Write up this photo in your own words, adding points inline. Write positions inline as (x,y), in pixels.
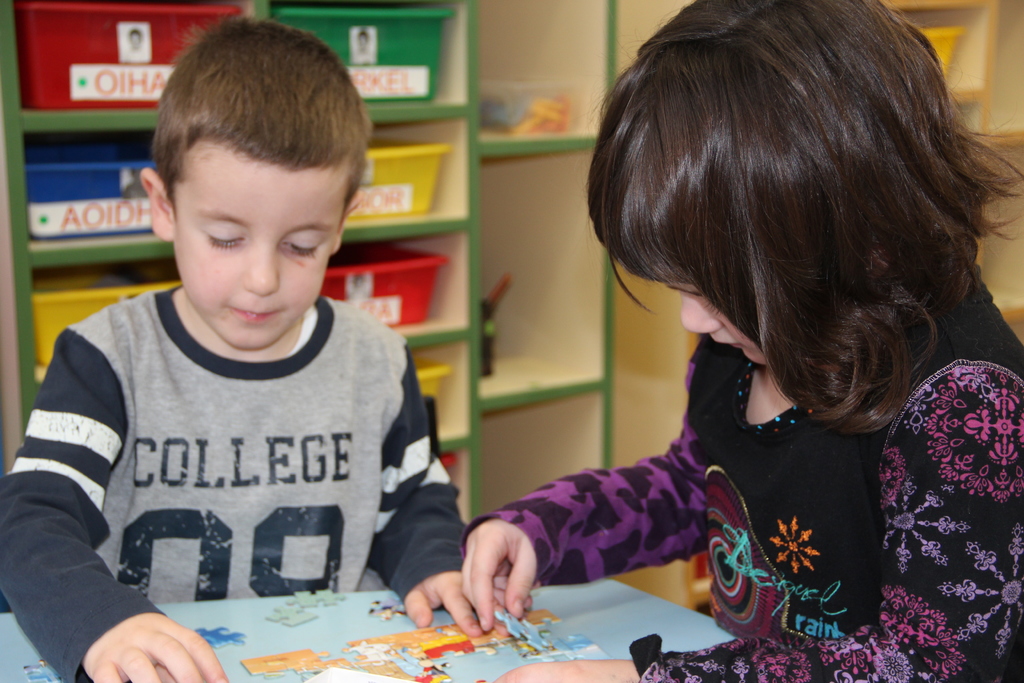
On the left side (226,440) a kid (231,354) is trying to fix the puzzle (277,613) in it. On the right side (879,70) there is a girl (544,542) also doing the same.
